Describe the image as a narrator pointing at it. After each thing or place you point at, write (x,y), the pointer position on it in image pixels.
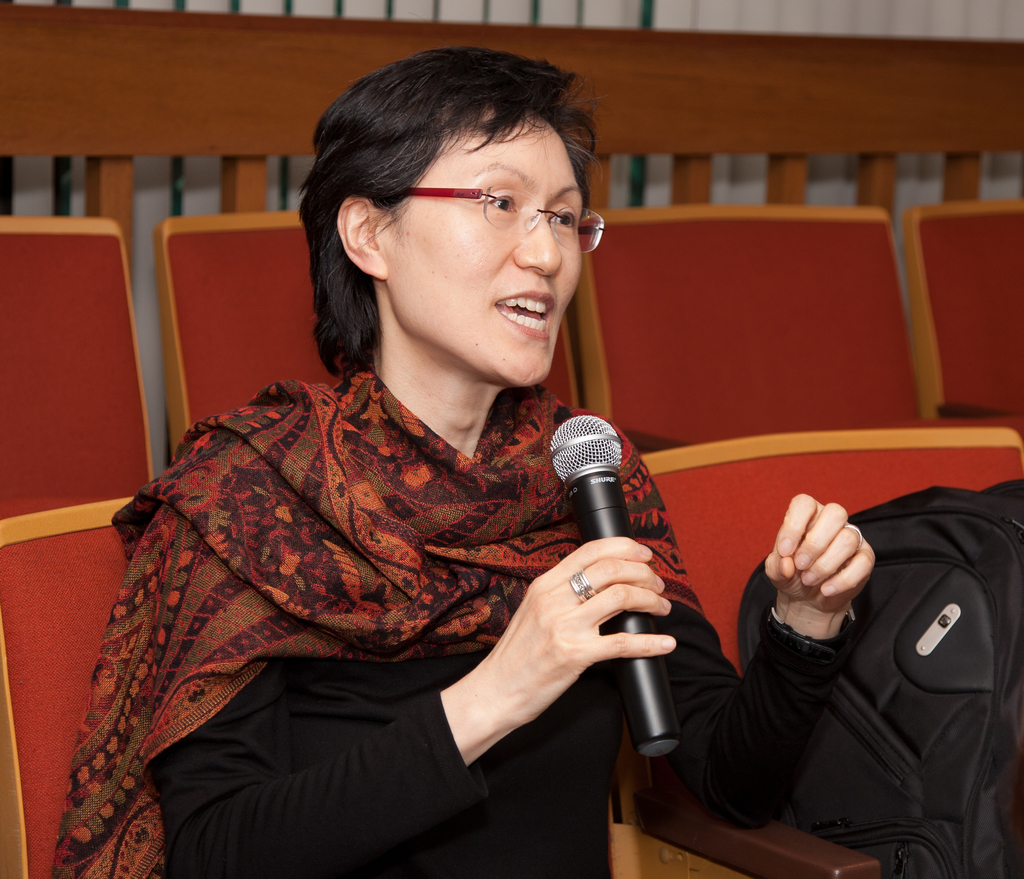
In this picture we can see a woman (473,569) sitting on a chair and holding a microphone (627,528) here, in the background (609,335) there are some chairs (859,273), we can see a bag (884,681) here, she wore spectacles (499,204).
